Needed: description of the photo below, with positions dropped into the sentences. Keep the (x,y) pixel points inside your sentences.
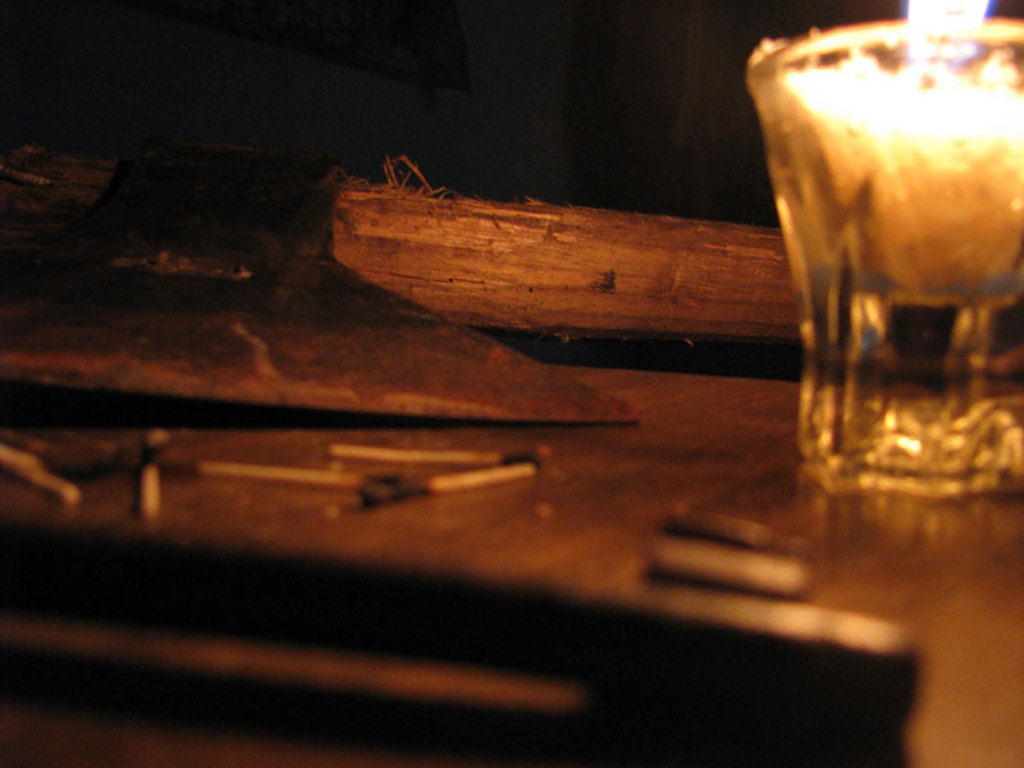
In this image, at the bottom (577,526) there is a table (495,534) on that there is a glass (959,152), candle (959,152), light (947,23), wooden sticks (405,261), matchsticks (369,494).
